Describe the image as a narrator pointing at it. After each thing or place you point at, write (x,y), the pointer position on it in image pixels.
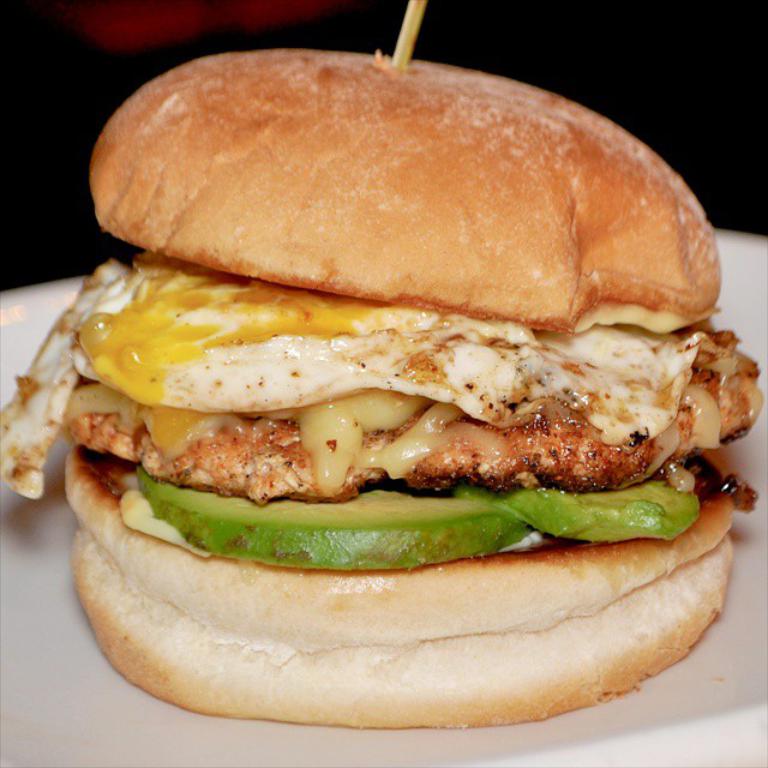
In this image we can see a burger (552,270) with a stick (423,8) placed on the plate (738,674).
